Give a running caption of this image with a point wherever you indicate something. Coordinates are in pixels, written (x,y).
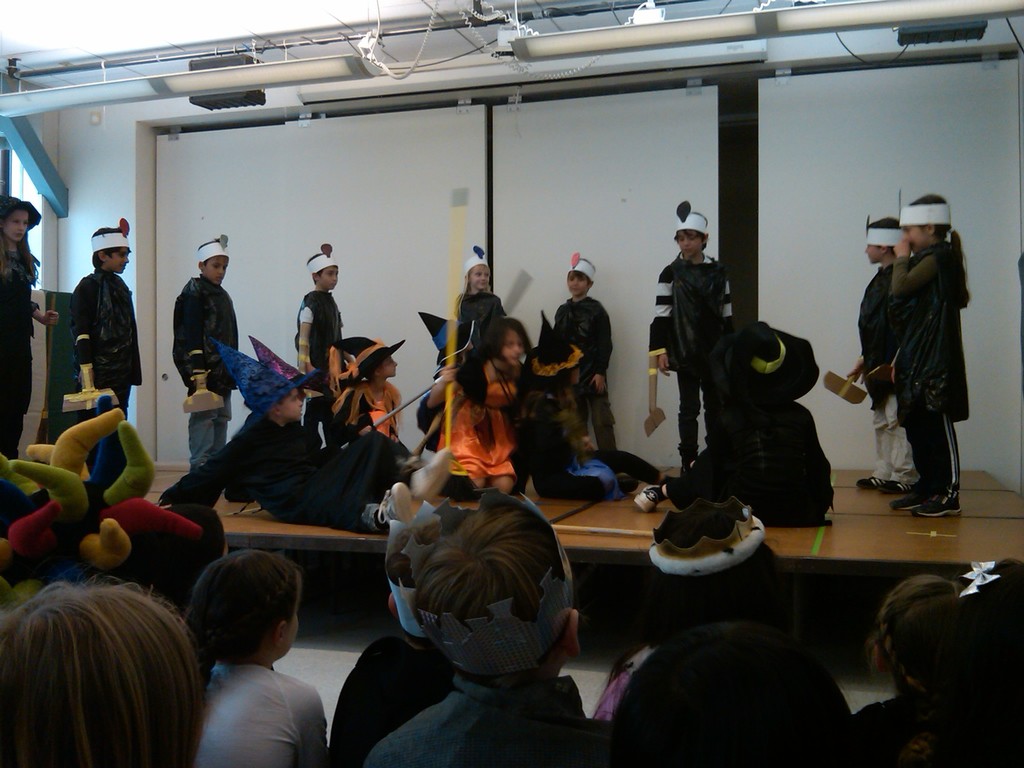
In the foreground of the picture (306,654) there are people (398,586). In the center of the picture (423,496) there is a stage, on the stage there are people (344,374) performing a drama. At the top (377,74) there are lights (124,93) and ceiling (417,40). In the background (492,168) we can see wall (438,133).
